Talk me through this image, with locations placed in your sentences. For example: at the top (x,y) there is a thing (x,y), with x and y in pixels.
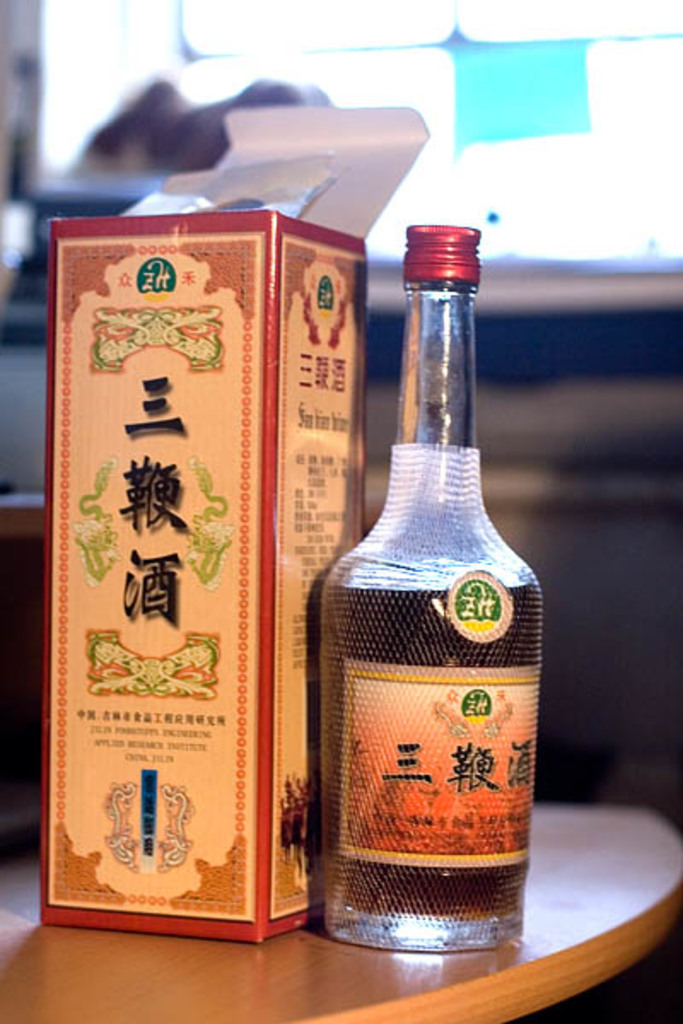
In the image we can see bottle (477,708) and bottle cover (96,589) on the table (531,898). Bottle (452,792) we can see some liquid (505,908) is filled in it.
